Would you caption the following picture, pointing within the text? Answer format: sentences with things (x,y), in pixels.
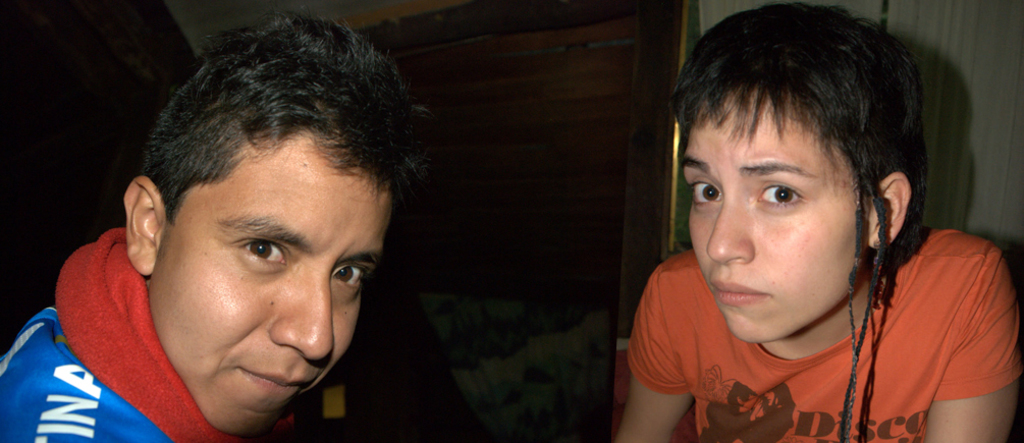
In this image, I can see two people (728,344). In the background (539,87), that looks like a wooden board (532,162). I think this is a cloth (961,88) hanging.
